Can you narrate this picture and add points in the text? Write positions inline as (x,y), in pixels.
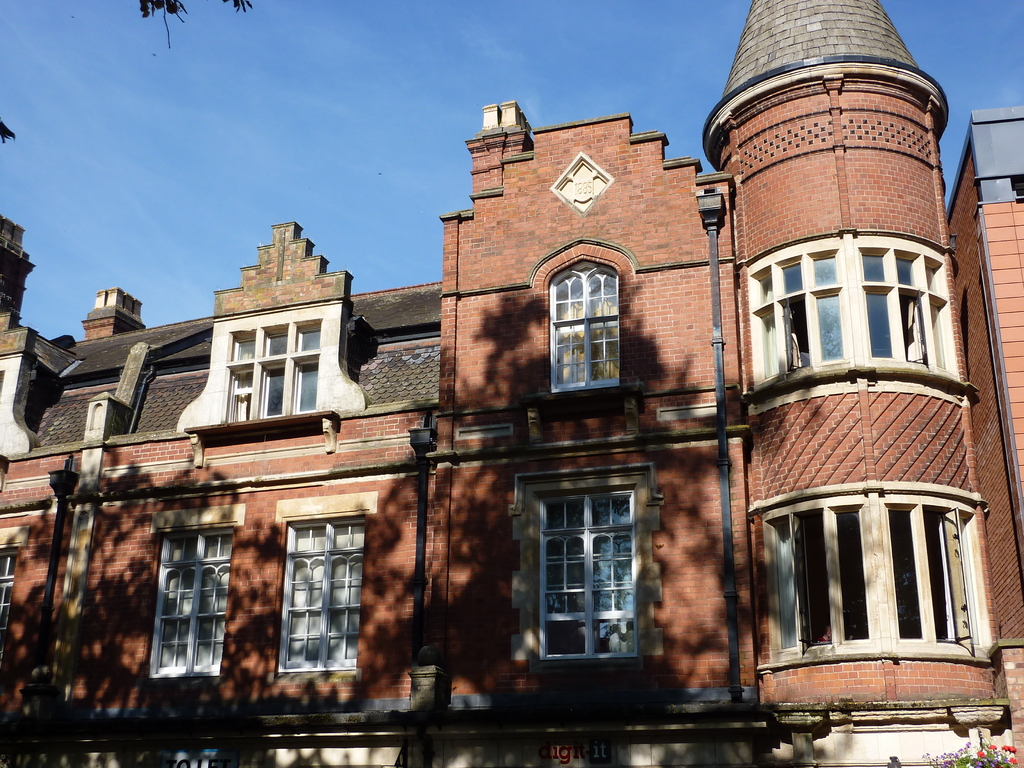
In this image there is a building (550,568), few pipes (421,581), some reflection of trees (603,506) and the sky (388,253).
